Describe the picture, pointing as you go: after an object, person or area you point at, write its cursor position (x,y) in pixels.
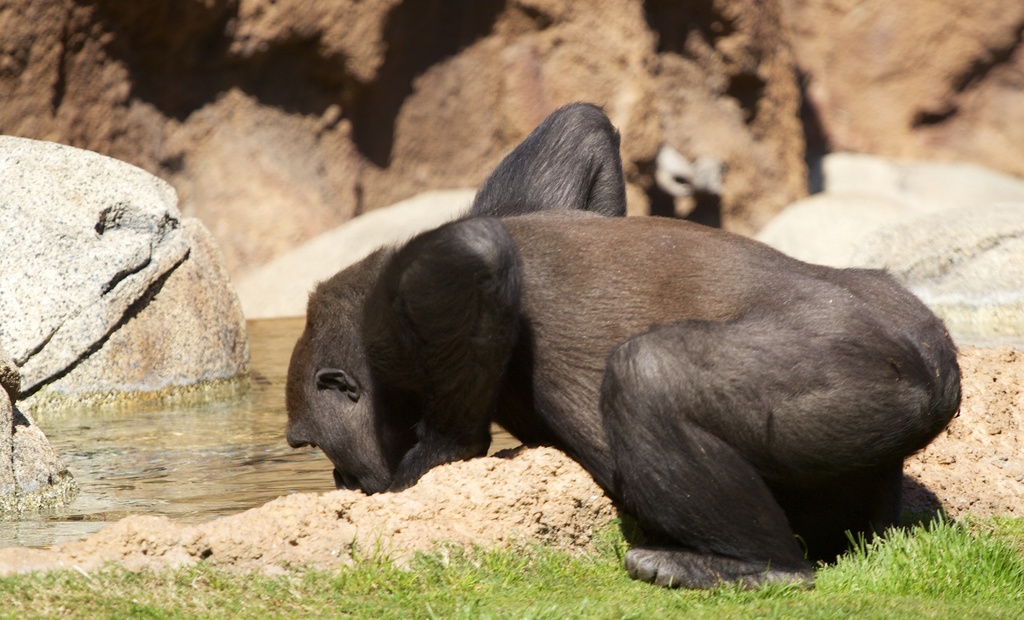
In this image we can see a gorilla (792,420) is drinking the water (144,498). Here we can see the grass (907,616), rocks (50,235) and the background of the image (914,51) is blurred.
